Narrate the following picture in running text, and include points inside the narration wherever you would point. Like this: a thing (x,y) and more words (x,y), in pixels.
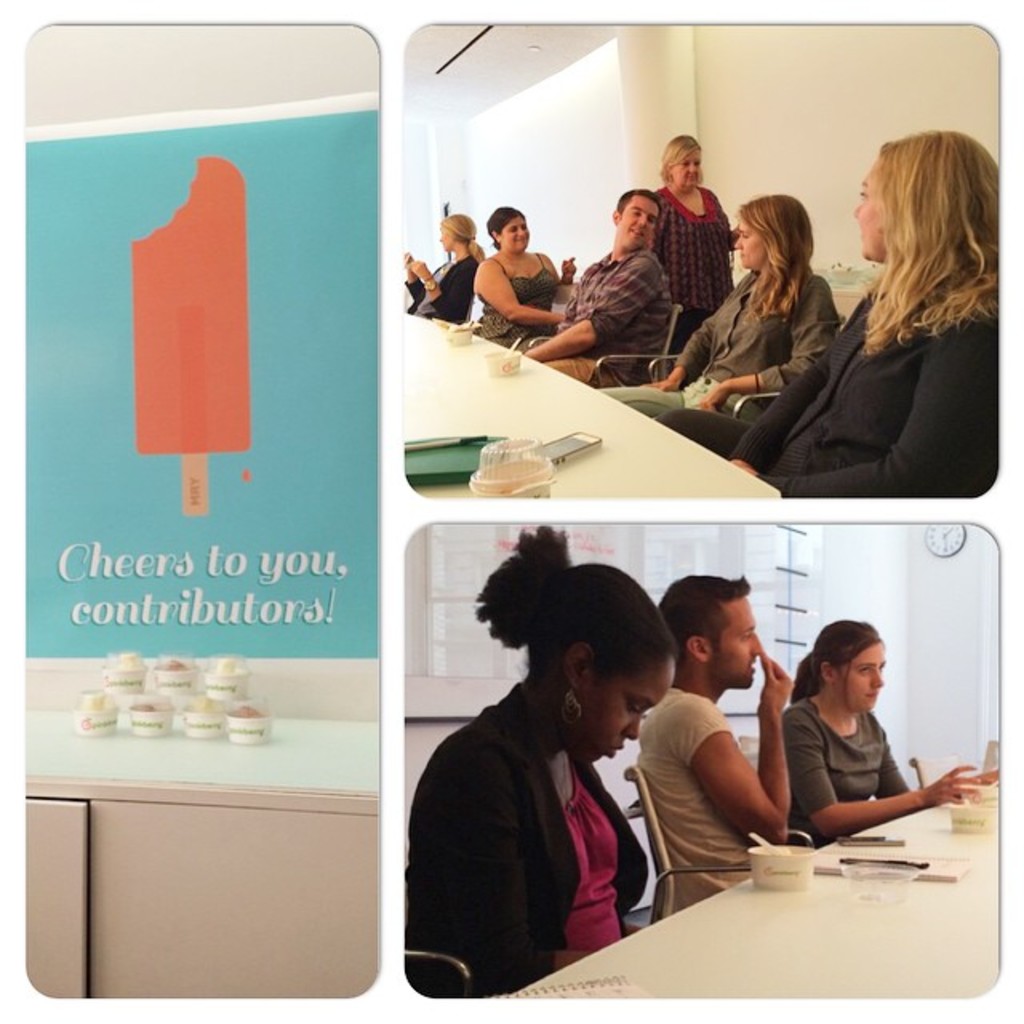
In this image there are few people (620,701) sitting on the chair (659,898). On the table (789,942) there is a bowl (791,875), book (922,873) and a mobile (556,453).
